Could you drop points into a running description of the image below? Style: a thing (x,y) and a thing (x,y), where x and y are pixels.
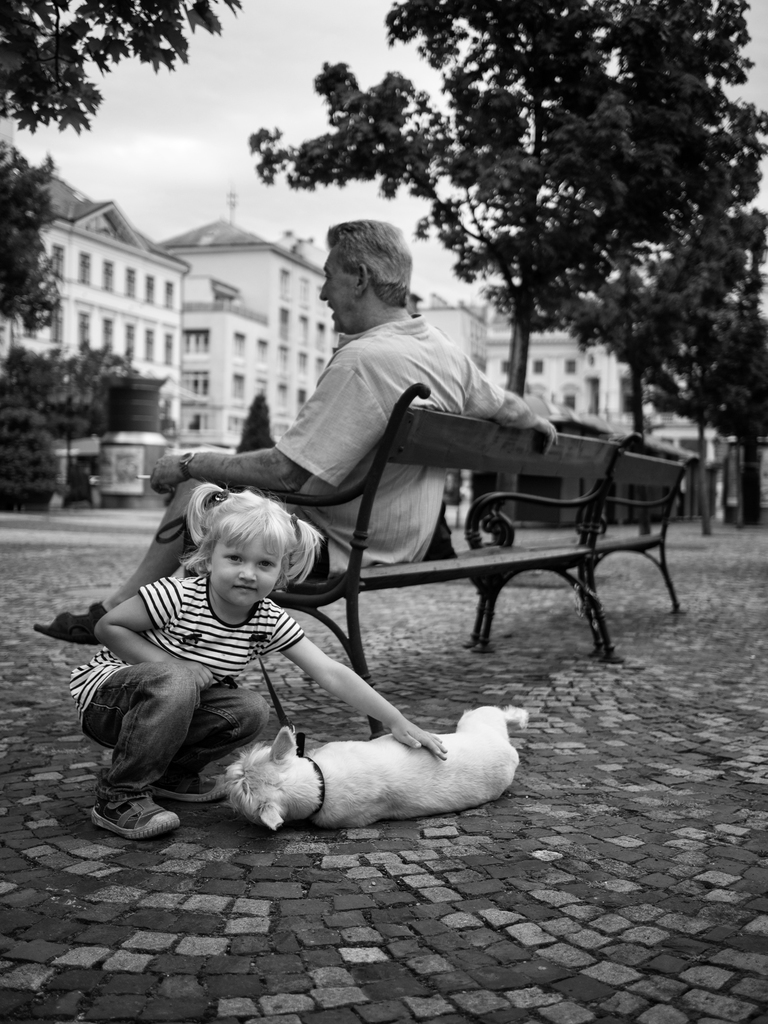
In this image I can see two people (129,688), the person (118,681) in front (112,659) sitting on the floor (307,709) beside the dog (480,718), background (429,369) the person (438,399) is sitting on the bench (443,417), I can also see trees (570,201), buildings (119,343), sky (184,220) and the image is in black and white.
